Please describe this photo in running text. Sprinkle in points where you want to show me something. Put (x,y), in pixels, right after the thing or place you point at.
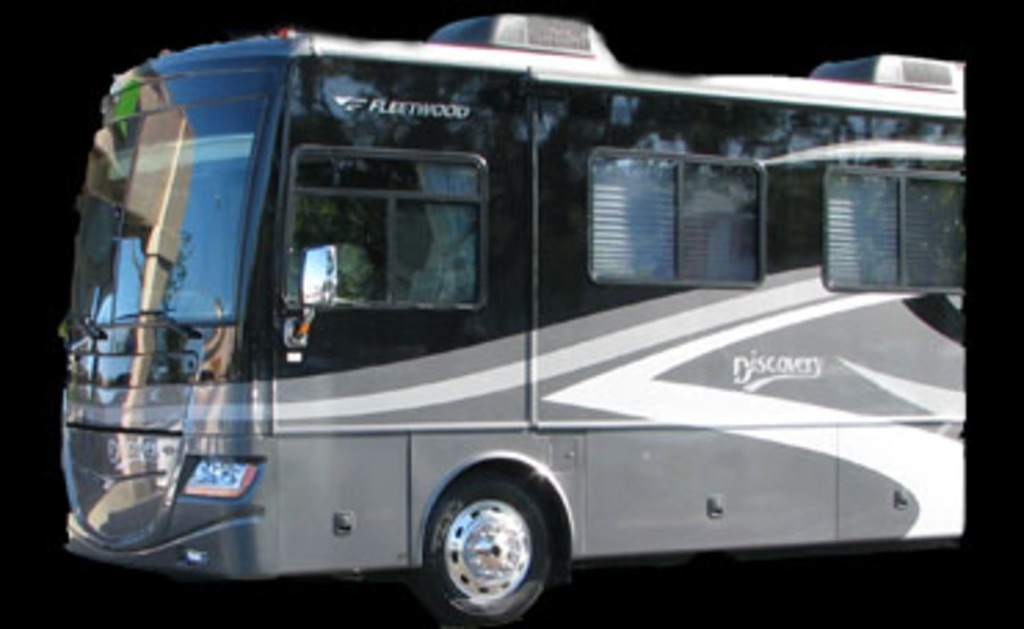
This is an edited image. Here I can see an image of a bus (472,381) towards the left side (320,200). The background (2,163) is in black color.
